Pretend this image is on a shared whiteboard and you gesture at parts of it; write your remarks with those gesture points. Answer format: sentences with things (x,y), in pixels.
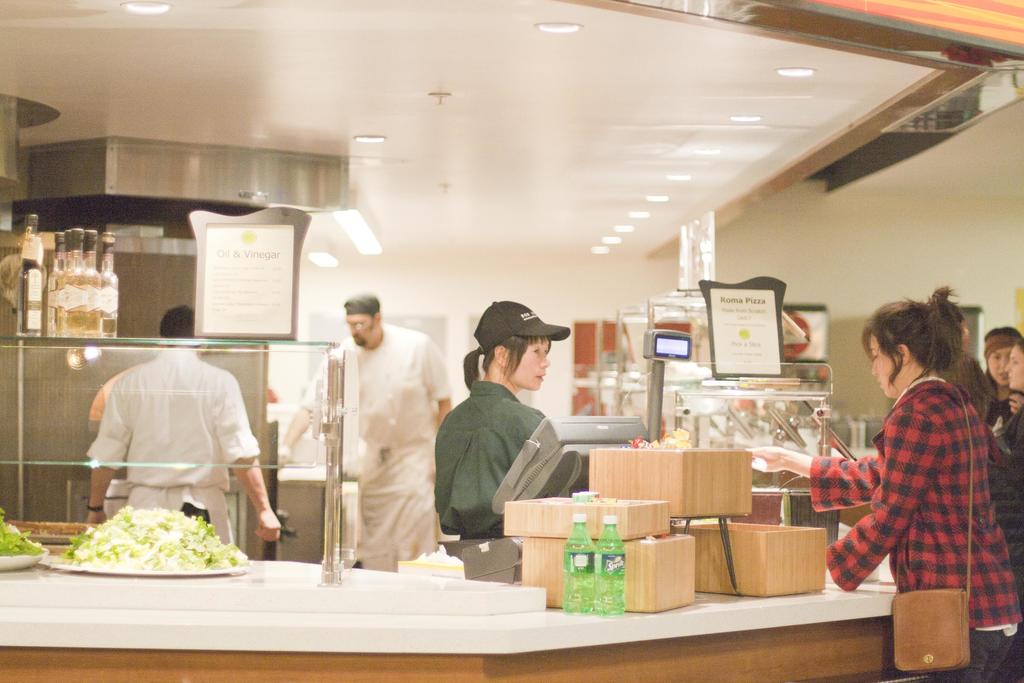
To the bottom of the image (345,646) there is a table (605,632). To the left side of the image (121,562) on the table (51,556) there is a plate (100,566) with food item (203,547) on it. And also there is a pole (330,458) with glass (285,395). On the glass (196,354) there are few bottles (78,301) and also there is a poster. To the right side (775,565) on the table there are brown boxes (653,500) and in front of the boxes (649,483) there is a monitor (524,489). In front of the monitor (544,434) there is a lady (495,429) with shirt (481,454) and cap (496,338) on her head (501,348) is standing. To the right corner of the image (934,431) there is a lady (923,475) with red and blue checks shirt (929,494) is standing. And behind her there are few people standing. And in the background (192,327) there are two men (175,351) with dress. To the top of the image (433,78) there is a white roof (358,111) with lights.
